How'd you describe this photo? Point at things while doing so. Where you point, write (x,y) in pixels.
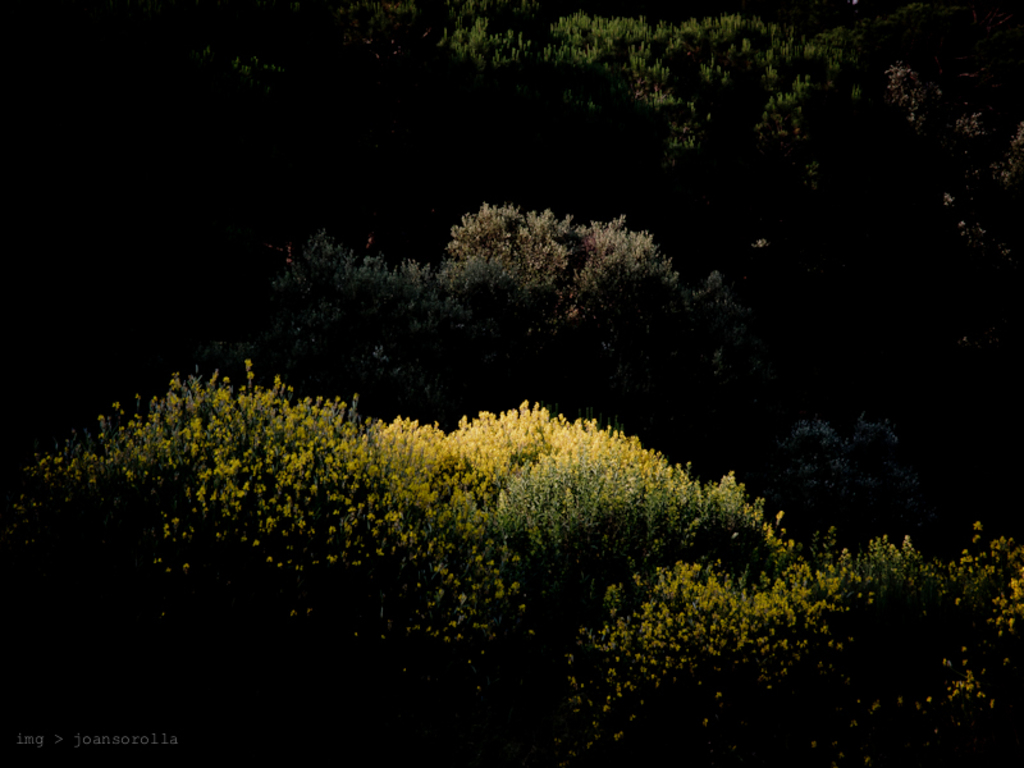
In this image, we can see trees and plants (567,524).
